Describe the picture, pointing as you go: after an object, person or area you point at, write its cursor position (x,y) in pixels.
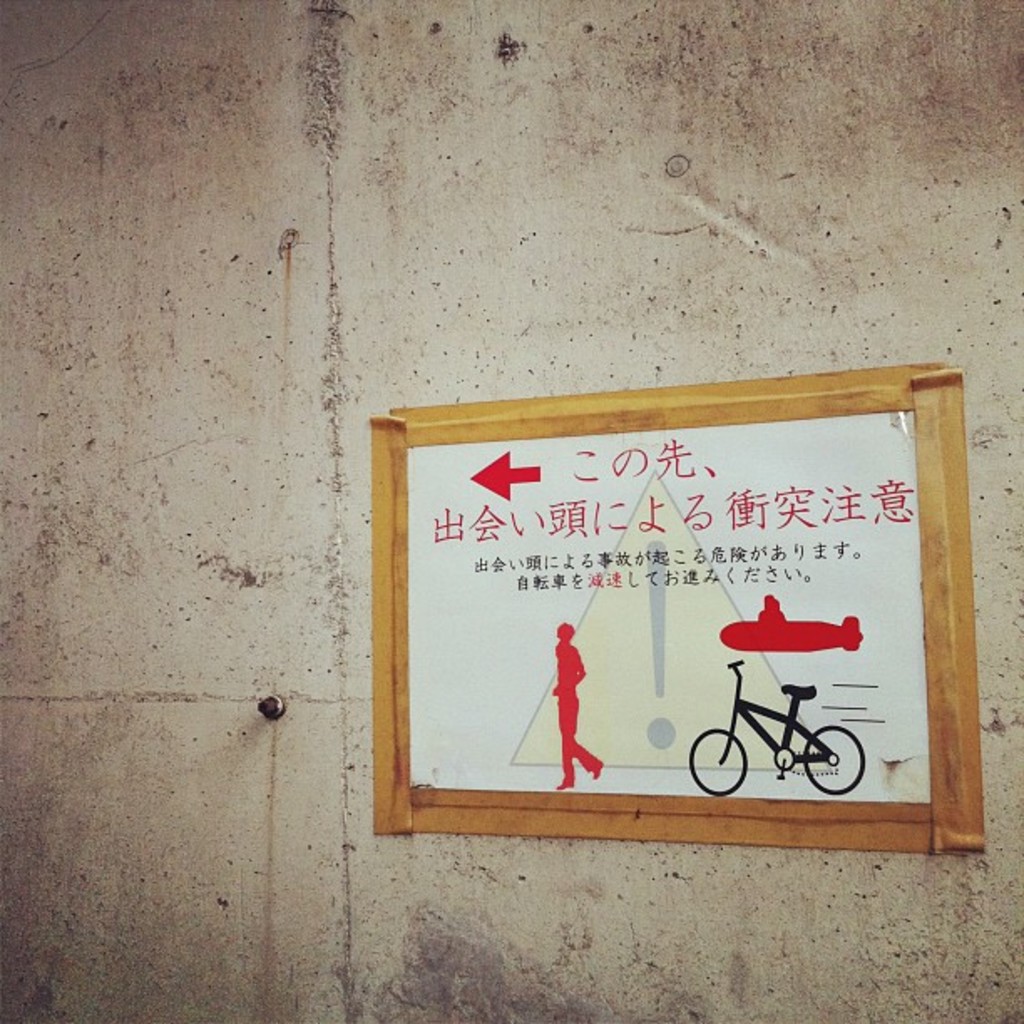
In this picture, we can see a poster (807,747) which is attached to a wall (946,330).
